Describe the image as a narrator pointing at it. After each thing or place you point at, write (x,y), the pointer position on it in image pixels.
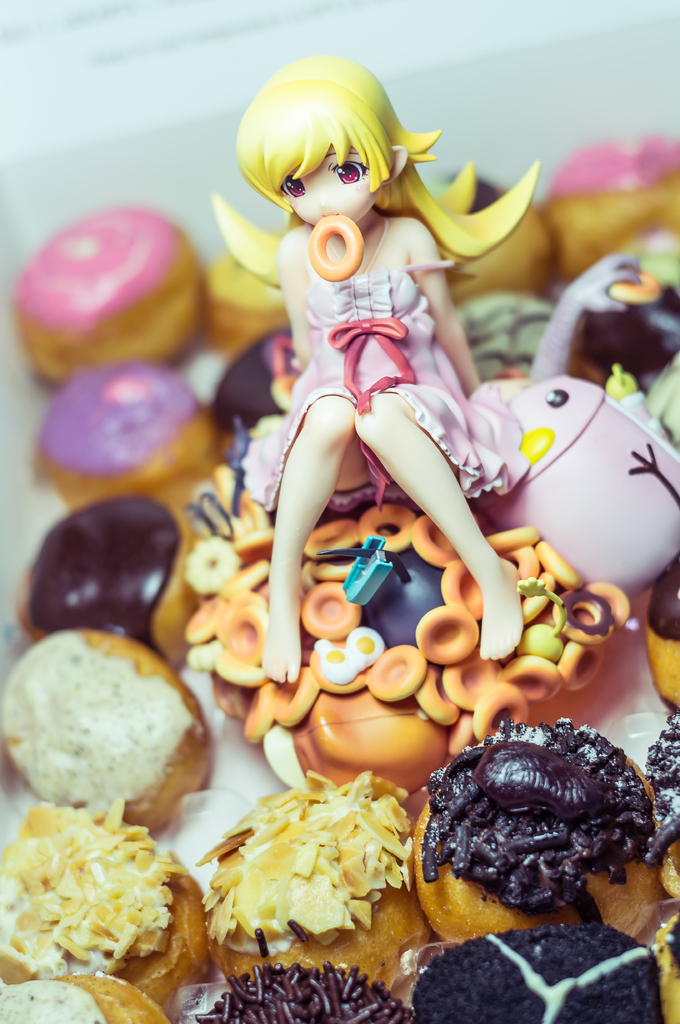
In this picture, we see the doll (377,382) in the pink dress (371,379). At the bottom (392,885), we see the doughnuts (295,832). In the background (472,303), we see the doughnuts (480,281). At the top (483,4), it is white in color. This picture is blurred in the background (69,368).
